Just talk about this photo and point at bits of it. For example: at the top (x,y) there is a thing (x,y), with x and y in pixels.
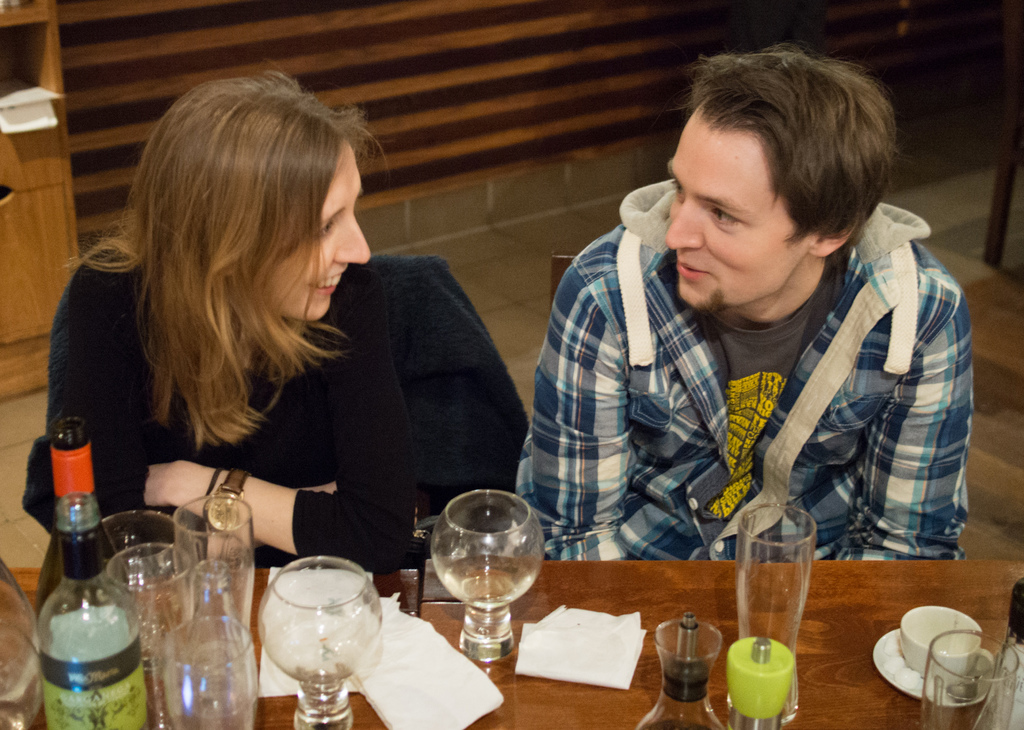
In this picture there is a man (917,357) and a woman (399,464) sitting on a chair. There is a bottle (49,572), cup (923,671), saucer (879,659), paper (564,650) and glass (505,553) on the table (663,615).
